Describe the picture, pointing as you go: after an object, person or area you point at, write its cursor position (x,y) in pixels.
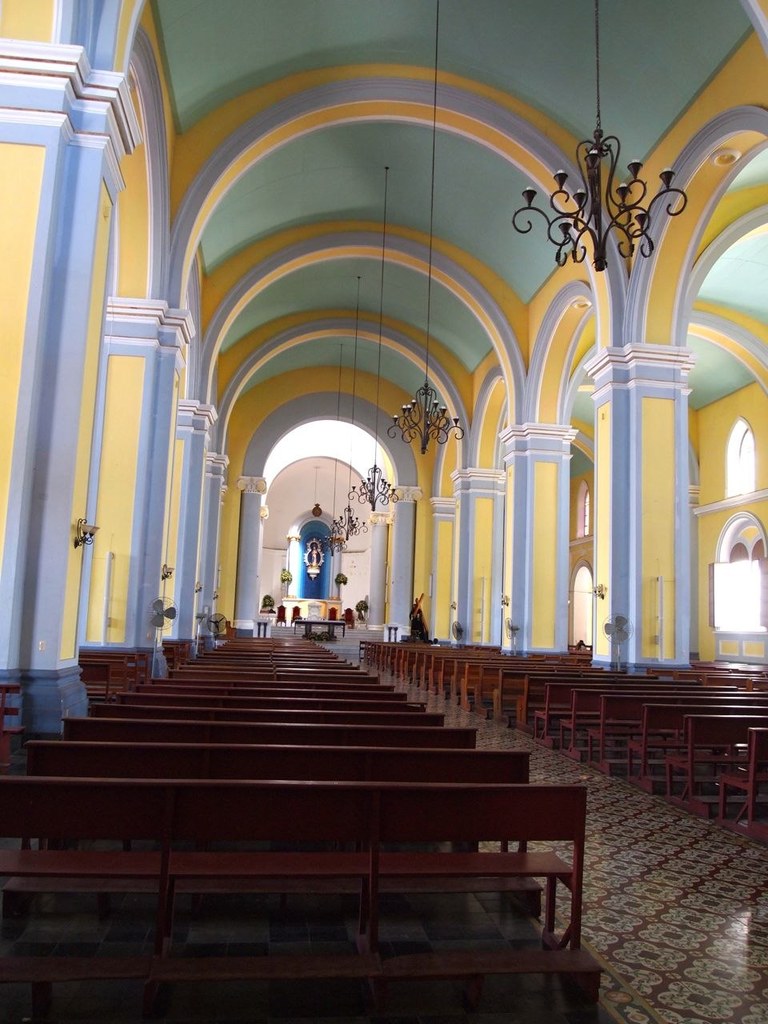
This is an inside view of a church (7,359). Here I can see many benches (579,725) on the floor (648,849). On the right (608,612) and left side of the image (26,510) there are pillars (604,525). In the background (331,613) there is a table (324,623) and few chairs (300,613) placed on the floor (342,649). At the top of the image (596,194) there are few chandeliers (630,192) hanging to the roof (497,54). On the right side (732,519) there are windows (734,529) to the wall (710,447).
